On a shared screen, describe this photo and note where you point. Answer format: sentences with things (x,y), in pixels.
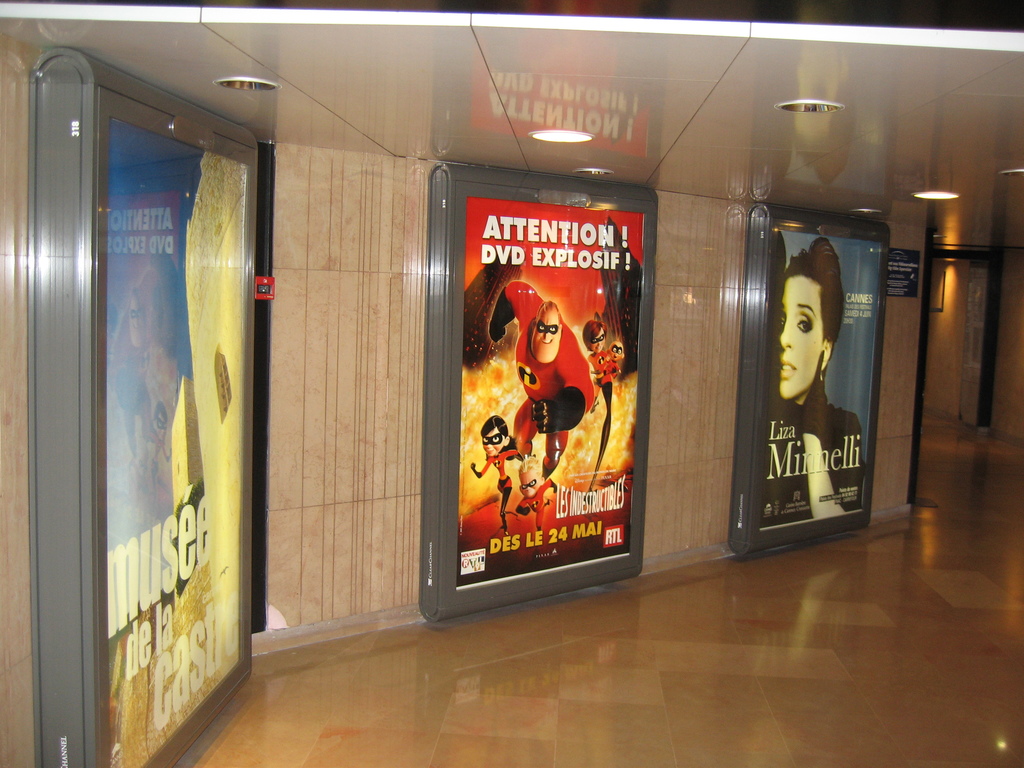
In this image we can see some posters (528,402) on a wall (374,503) with some pictures (571,393) and text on it. We can also see the floor (609,602) and a roof (509,105) with some ceiling lights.
